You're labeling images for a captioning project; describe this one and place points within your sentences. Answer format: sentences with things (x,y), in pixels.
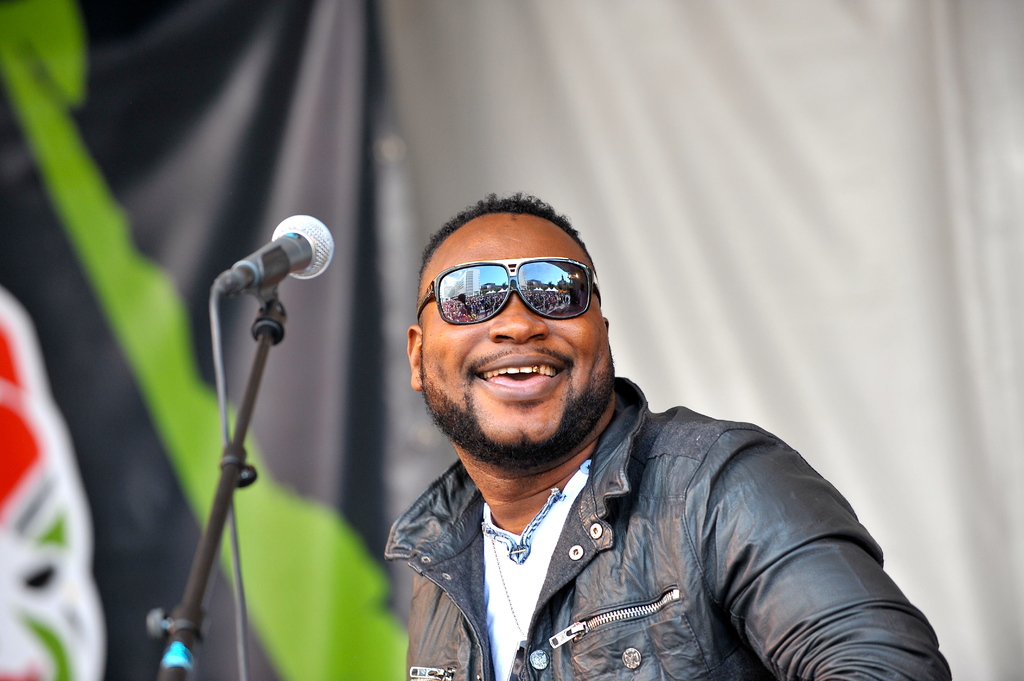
In this picture we can see a man (535,366), he is smiling and he wore spectacles (475,304), in front of him we can see a microphone (246,273).
